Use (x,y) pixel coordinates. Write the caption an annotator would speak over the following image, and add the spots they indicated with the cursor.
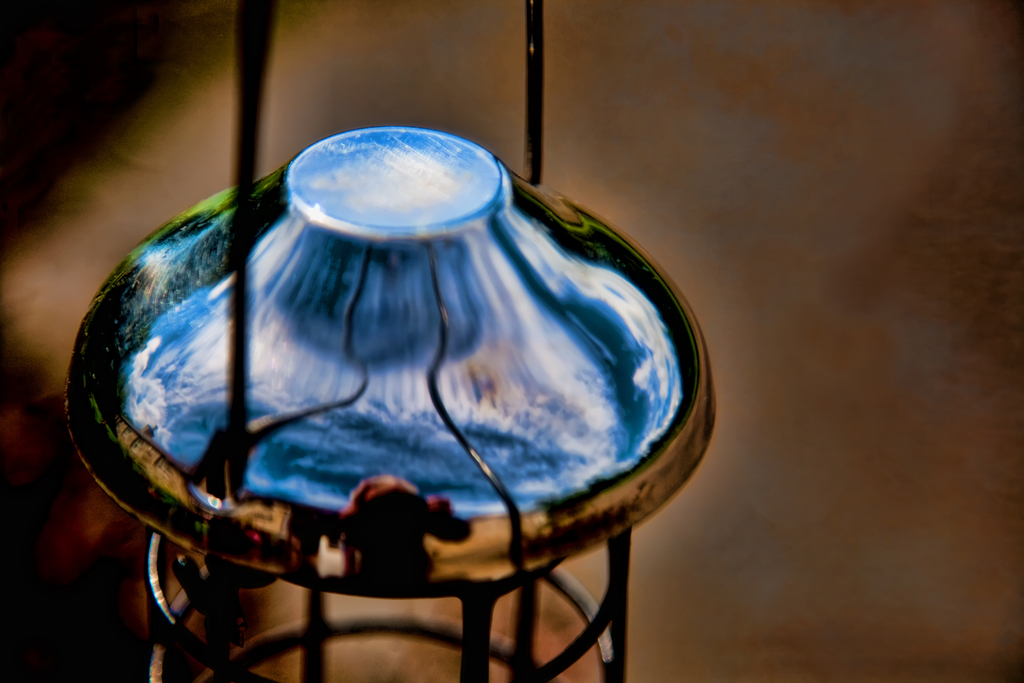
In this image we can see a metal cage (511,529) hanging in the air.
